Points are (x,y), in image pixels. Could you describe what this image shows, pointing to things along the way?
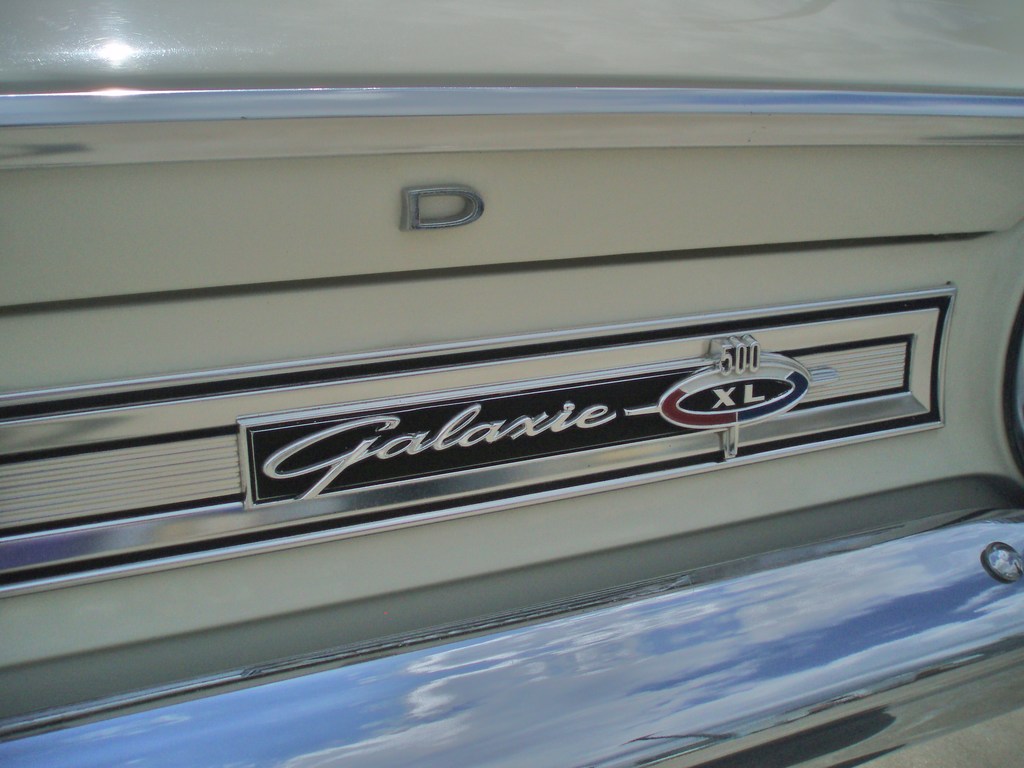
In this image in the center (570,495) there is one vehicle (315,388), and on the vehicle (533,415) there is text (361,452).
